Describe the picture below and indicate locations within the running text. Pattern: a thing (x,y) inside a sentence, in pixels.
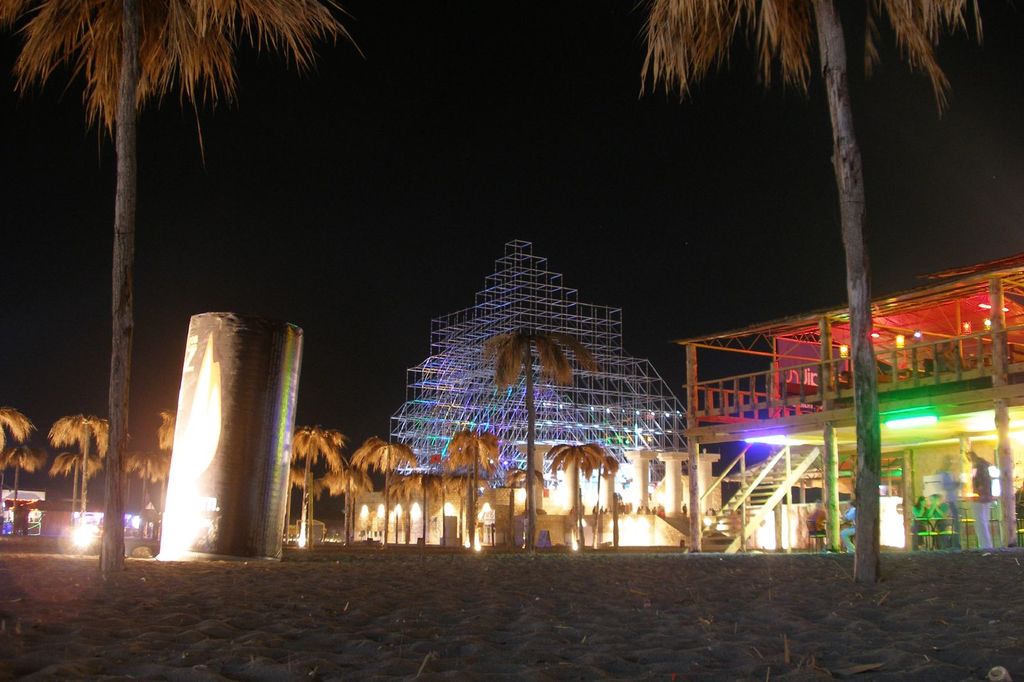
In this image I can see many trees (371,459) and an object (225,478). To the right (835,487) I can see the shed (779,476), the structure (476,428) which is made up of metal rods (509,406) and the lights (557,501). I can see the black background (332,183).
